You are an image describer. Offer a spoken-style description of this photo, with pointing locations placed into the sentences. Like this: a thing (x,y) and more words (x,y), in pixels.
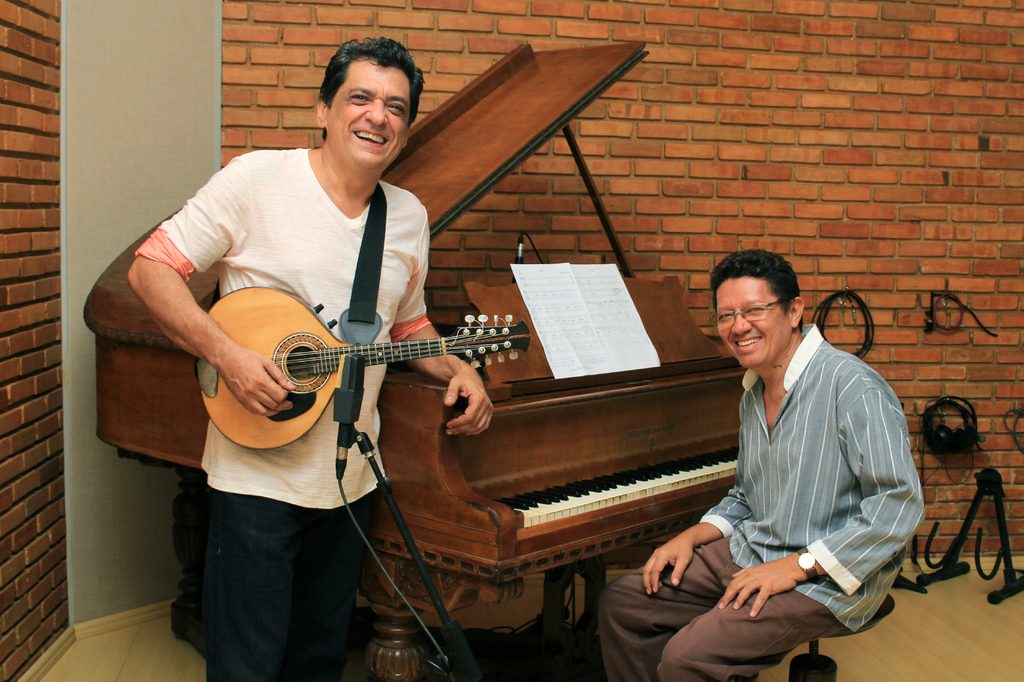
In this image I can see two persons (261,471). One person (778,518) is sitting in-front of the piano (613,490) and one person (247,234) is standing and holding the guitar (289,366). Backside of them there is a wall (864,180).
